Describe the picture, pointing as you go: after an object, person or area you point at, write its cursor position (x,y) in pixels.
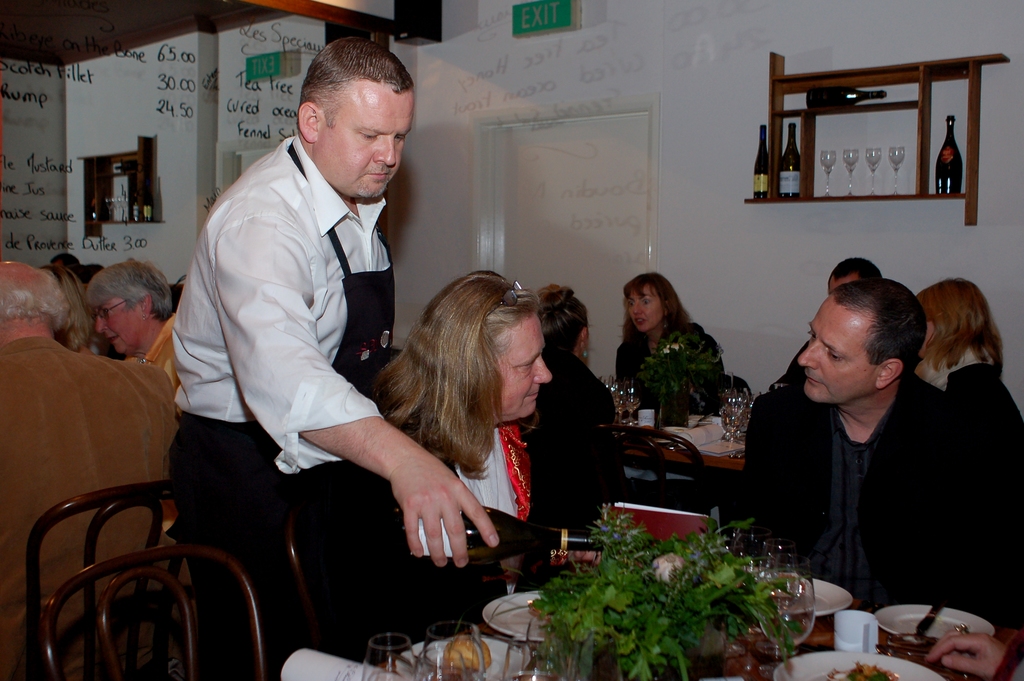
This Image is clicked in a restaurant (765,22), where there are so many tables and chairs (230,566). There are so many people (93,342) sitting on the chair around the tables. There is a wine rack (937,65) on the right side (813,76) top corner. There are glasses (897,156) and bottles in that. There is a door (608,245) in the middle of the image (541,228) and on that, above that there is exit board (577,1). all the people (398,377) are sitting, one person (305,389) who is serving is standing, he is with black and white dress (273,303). He is pouring something with the bottle (530,543). there are plates (826,662), knives (922,633) glasses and eatables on the tables (624,573). There is a wine rack (87,177) on left side (95,182) too.
